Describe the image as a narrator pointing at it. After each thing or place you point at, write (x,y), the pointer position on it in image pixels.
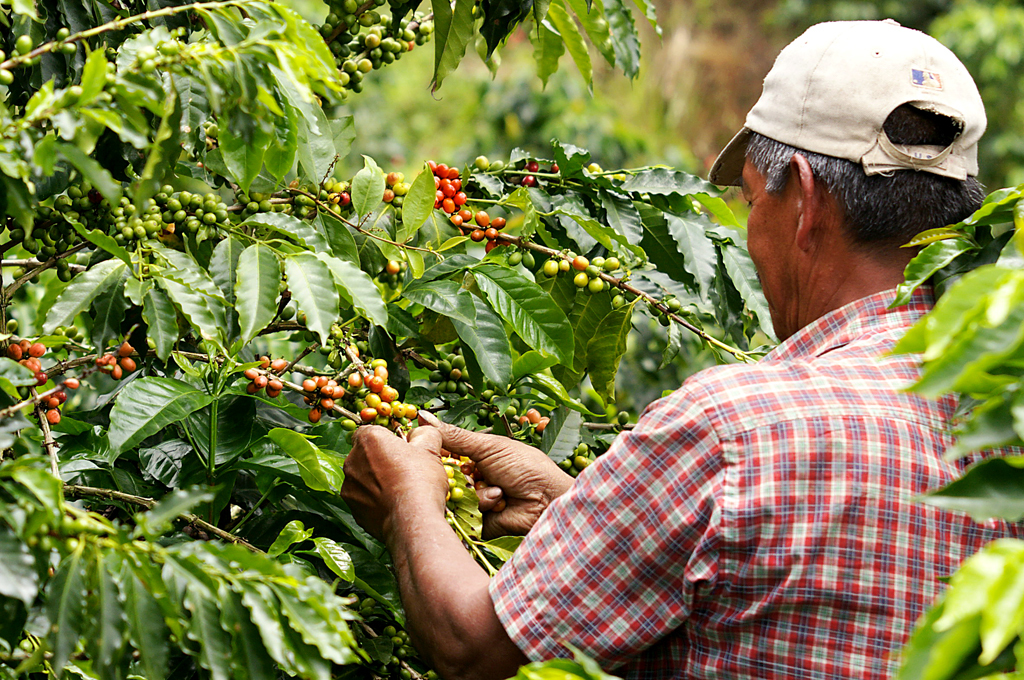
In the image we can see a man (841,463), wearing clothes (755,494) and a cap (849,110). This is a tree (212,489) and tree leaves (455,234).
